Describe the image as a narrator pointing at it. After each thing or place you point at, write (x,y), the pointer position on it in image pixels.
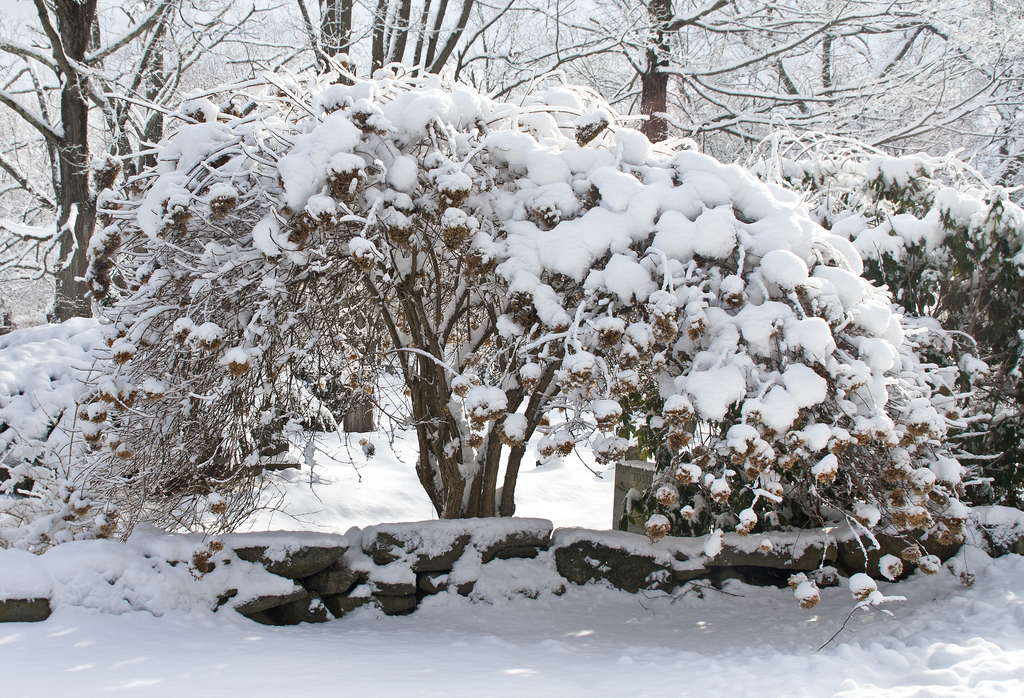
There are plants (455,290) on which, there is snow (155,237) near the wall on which, there is snow (1013,522) near the snow surface (791,636). In the background (993,277), there are trees (63,76) and plants (69,337) on which, there is snow (88,76) and there is sky (451,44).
